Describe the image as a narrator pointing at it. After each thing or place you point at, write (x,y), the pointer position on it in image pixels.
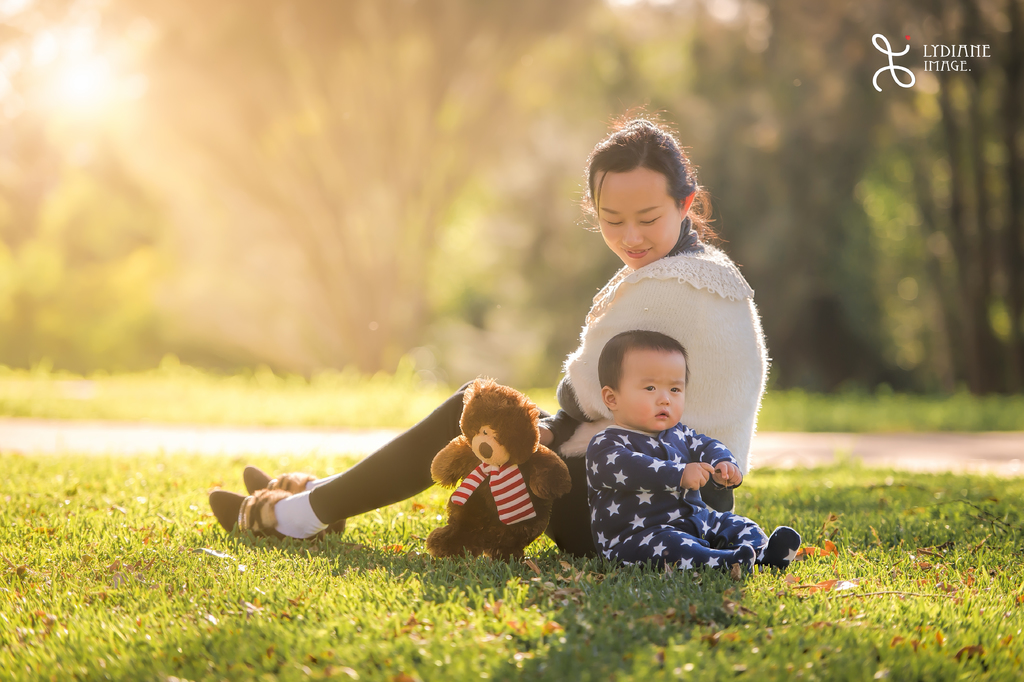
In the image there is a woman (628,248) with shrug (726,335) sitting on grass land (133,501) along with a baby (652,517) and teddy bear (526,514), in the back (818,191) there are trees (553,141) all over the image and on the left side (95,50) there is sun (96,84).
